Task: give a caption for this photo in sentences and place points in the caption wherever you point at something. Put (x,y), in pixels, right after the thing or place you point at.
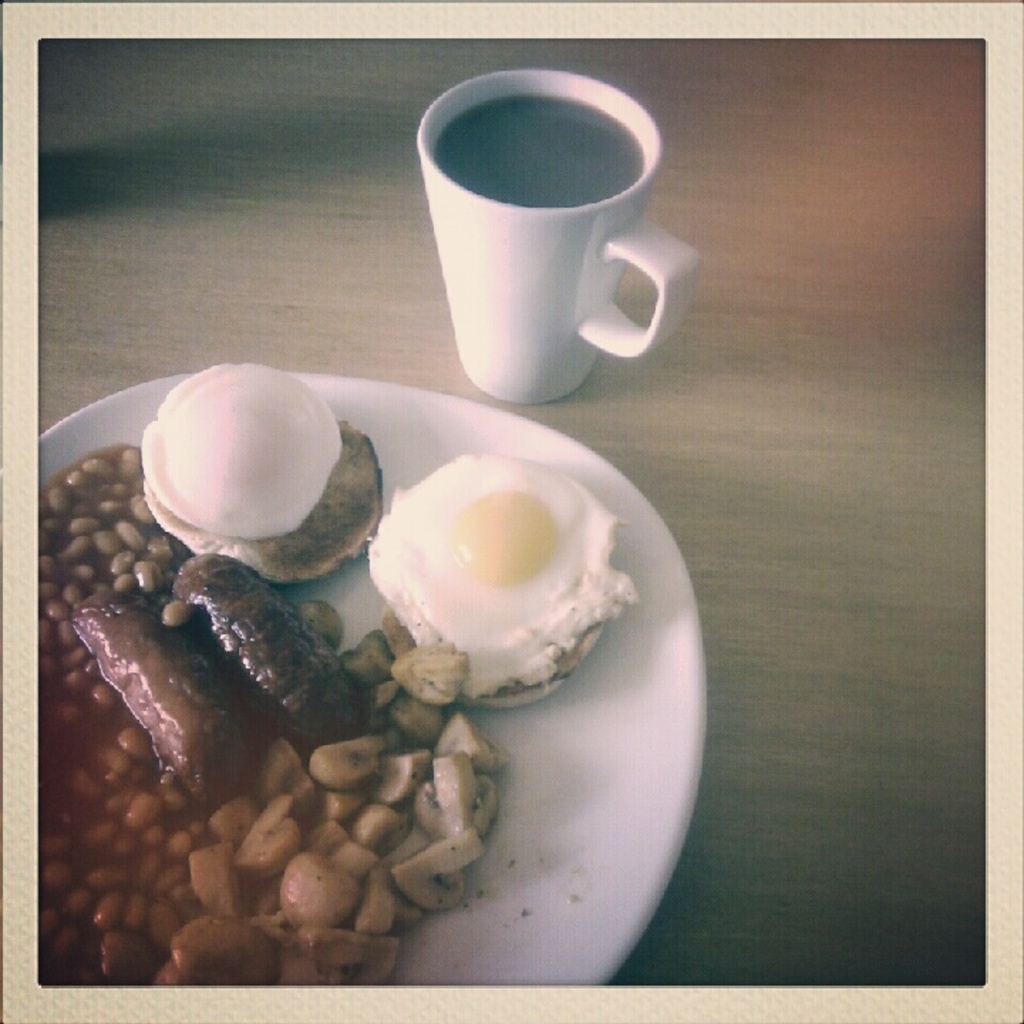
In the white plate (577,712) we can see poached egg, egg yolk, sausages (190,742), mushrooms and other food items (112,819). Here we can see a teacup (610,197) on the table (780,393).
